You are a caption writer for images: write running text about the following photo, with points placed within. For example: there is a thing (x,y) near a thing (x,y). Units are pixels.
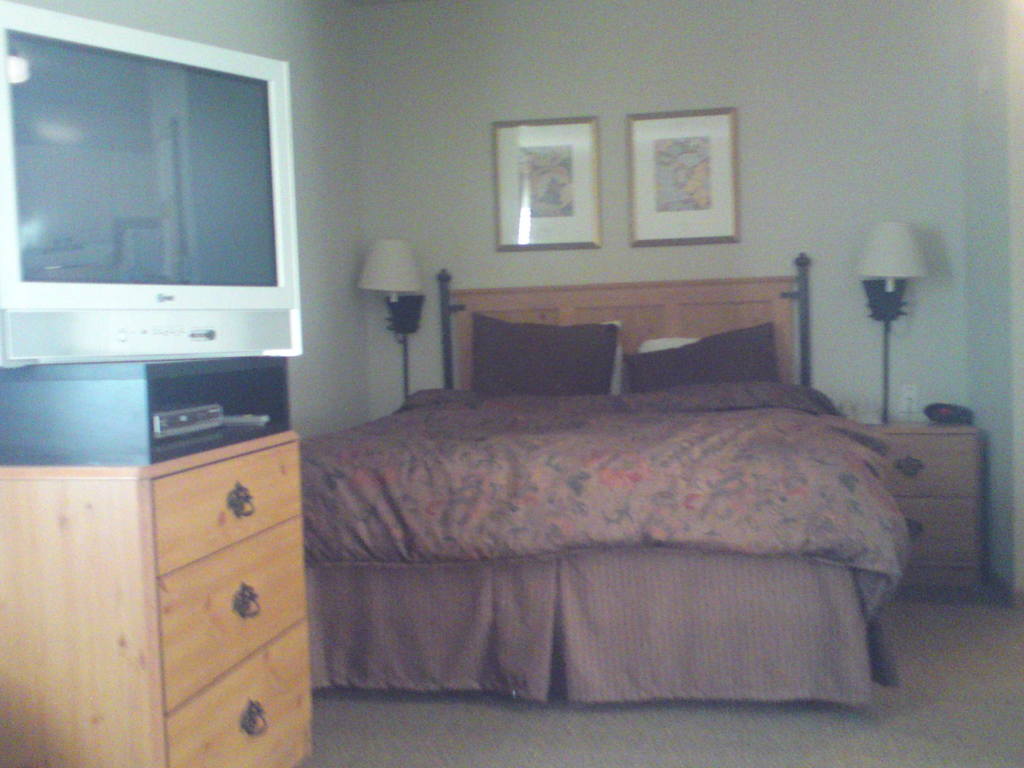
This picture is taken in a room (1005,693), In the middle (523,333) there is a bed (716,471) which is in brown color, In the left side (147,544) there is a desk (145,528) which is in yellow color on that there is a black color object (104,448), There is a television (123,255) which is in white color, In the right side (946,486) there is a yellow color table (958,481) on that there is a white color light (889,327).
